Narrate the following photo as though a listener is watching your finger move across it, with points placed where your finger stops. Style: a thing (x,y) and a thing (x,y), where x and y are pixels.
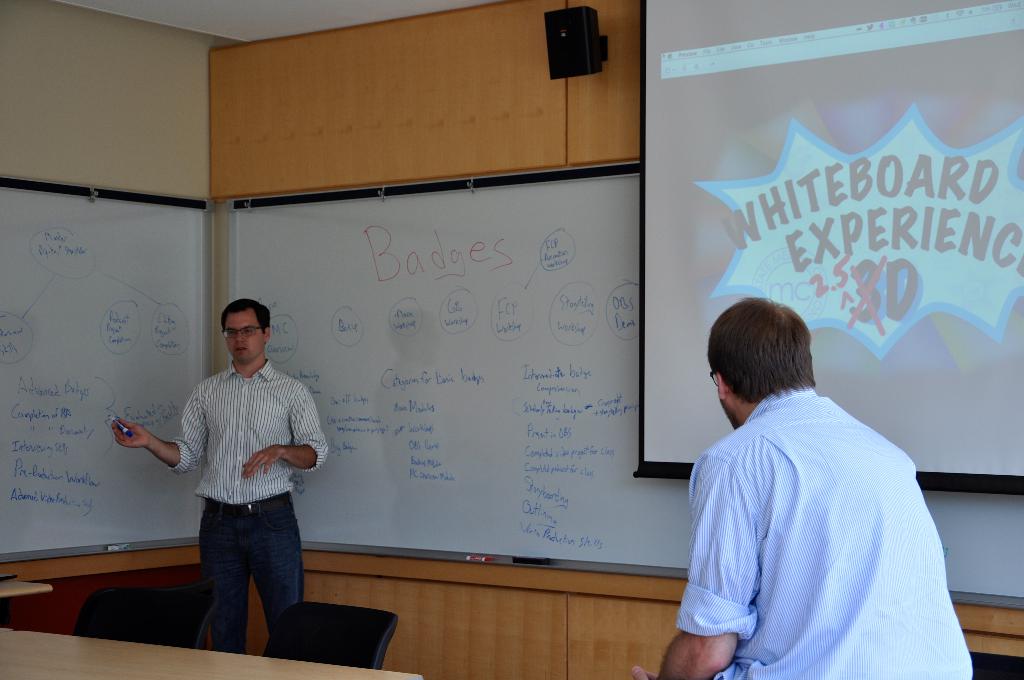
In this image, there is a person (306,402) wearing clothes (306,402) and standing in front of the board (441,504). There is a table (204,679) and chairs (287,611) in the bottom left of the image (151,602). There is an another person (716,569) wearing clothes (825,540) and sitting in front of the screen (935,331). There is a speaker (553,29) at the top of the image (553,36).
